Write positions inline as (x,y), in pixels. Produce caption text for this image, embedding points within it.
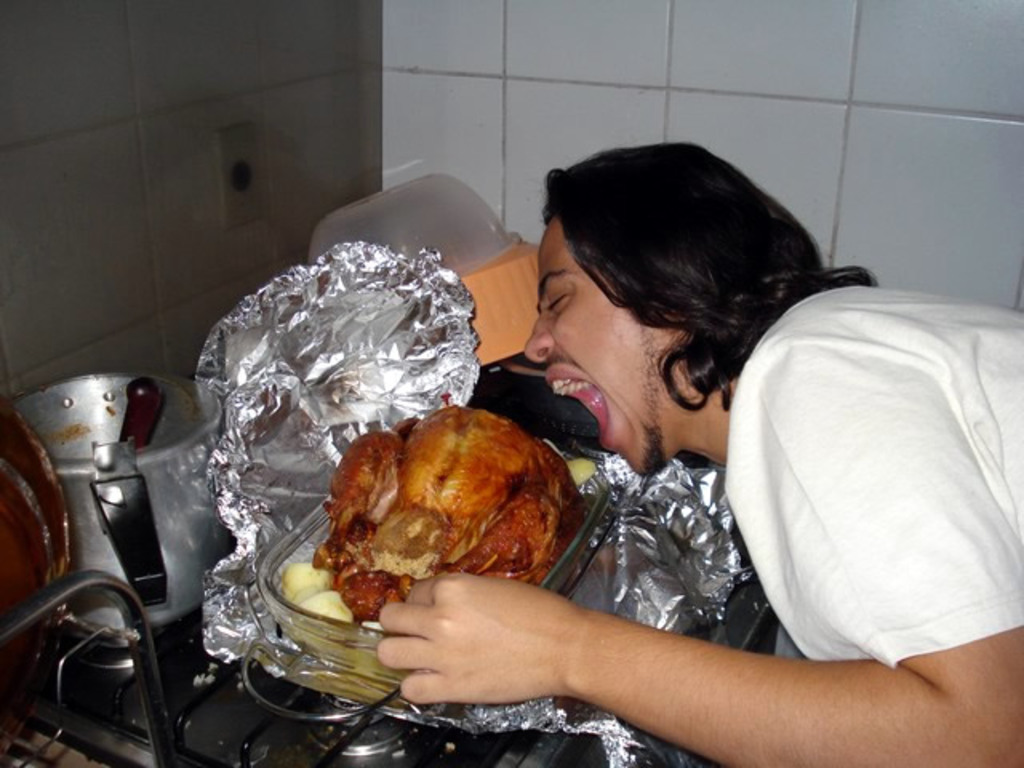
On the right side of the image (883,402) a person (853,381) is there. In the center of the image (412,458) we can see vessels (92,508), paper (290,435), meat (409,470), containers (484,304), stove (113,713) are present. At the top of the image (303,98) wall (335,88) is there.
